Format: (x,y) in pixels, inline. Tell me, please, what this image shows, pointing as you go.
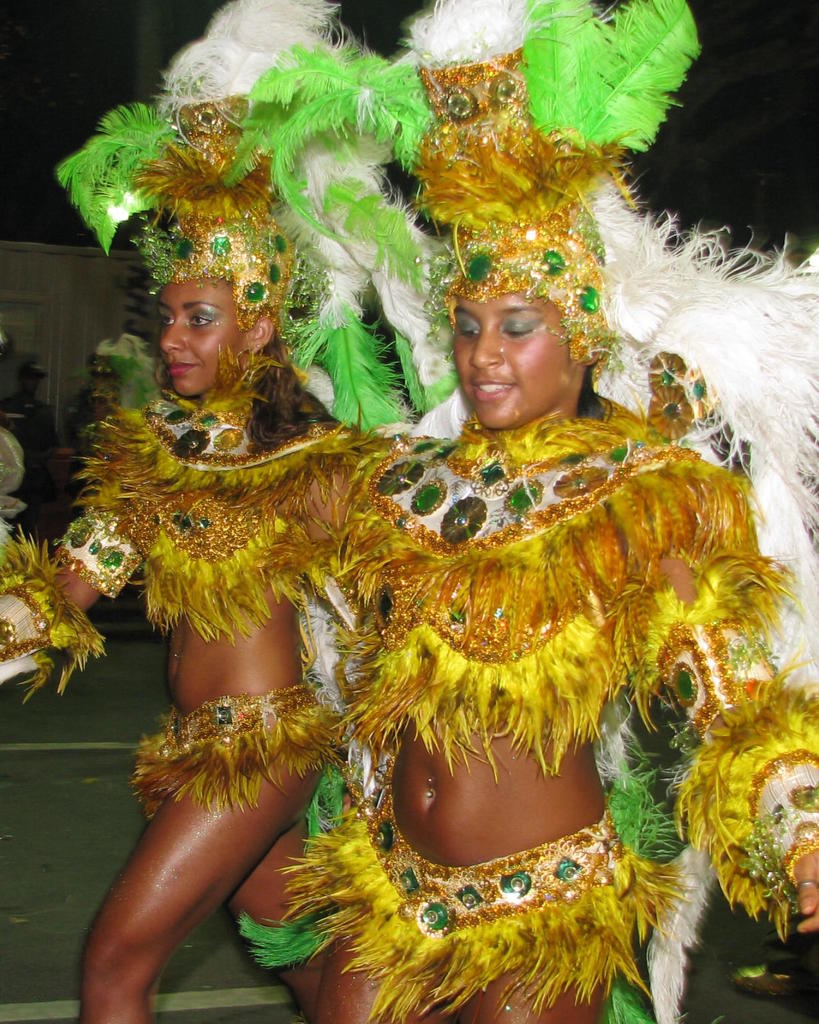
In this image we can see two persons (571,525) wearing costumes (447,555) are dancing on the ground (703,1006). In the background (74,406), we can see some persons (23,410) and wall (103,310).
